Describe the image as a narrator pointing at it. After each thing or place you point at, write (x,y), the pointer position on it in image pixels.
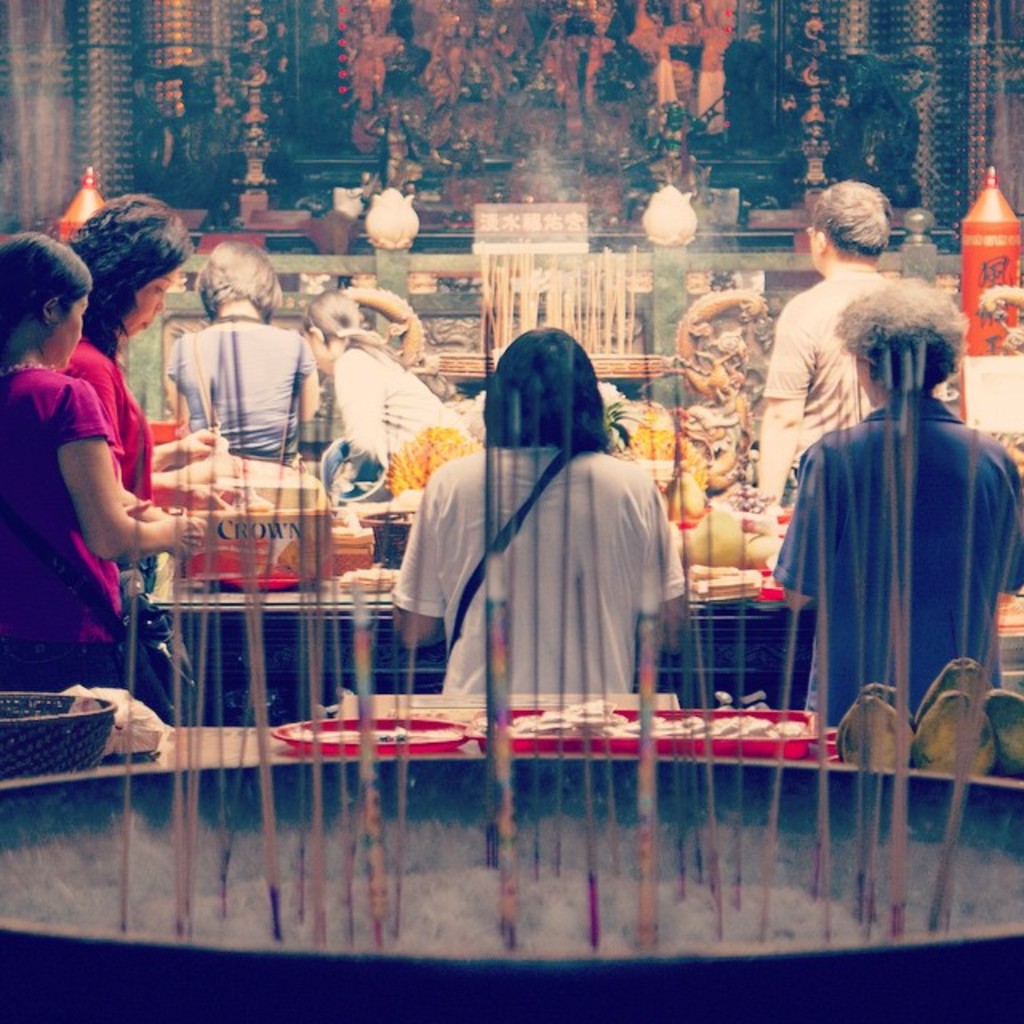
In the picture there are few people (522,466) and around them there are many food items (849,760) and in the front (380,861) there is some object (504,868) and in the background (615,60) there is some poster (564,90) to the wall (883,34).
